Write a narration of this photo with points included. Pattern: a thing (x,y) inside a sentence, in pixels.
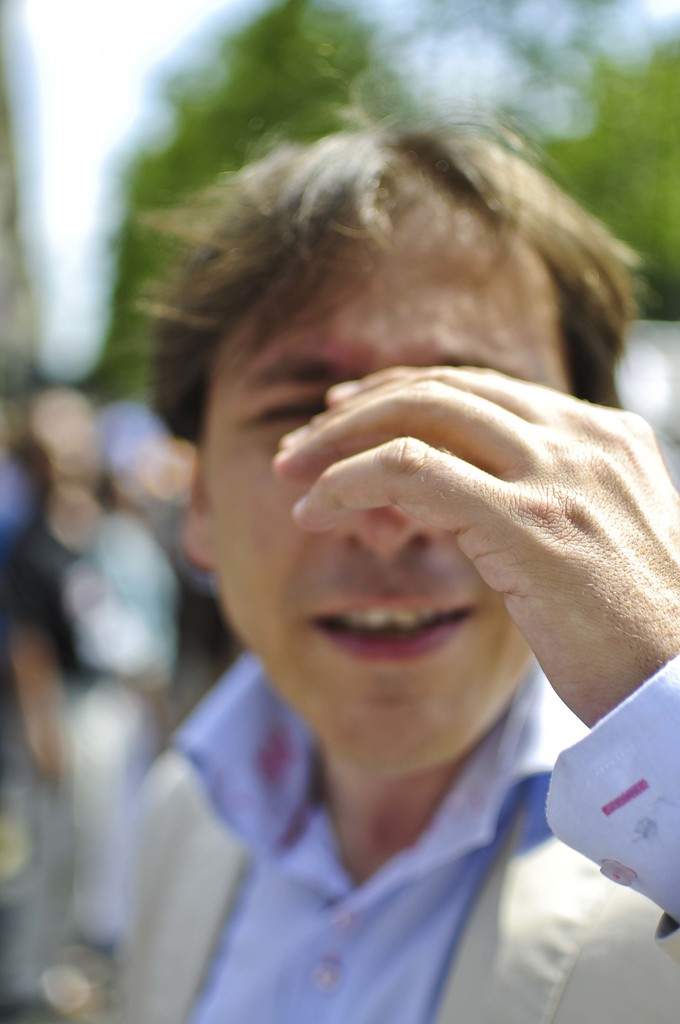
In front of the picture, we see a man (454,520) is wearing the violet shirt (389,927) and white blazer (499,874). I think he is trying to talk something. Behind him, we see the people (90,603) are standing. There are trees (235,149) in the background (623,215). This picture is blurred in the background (663,243).
